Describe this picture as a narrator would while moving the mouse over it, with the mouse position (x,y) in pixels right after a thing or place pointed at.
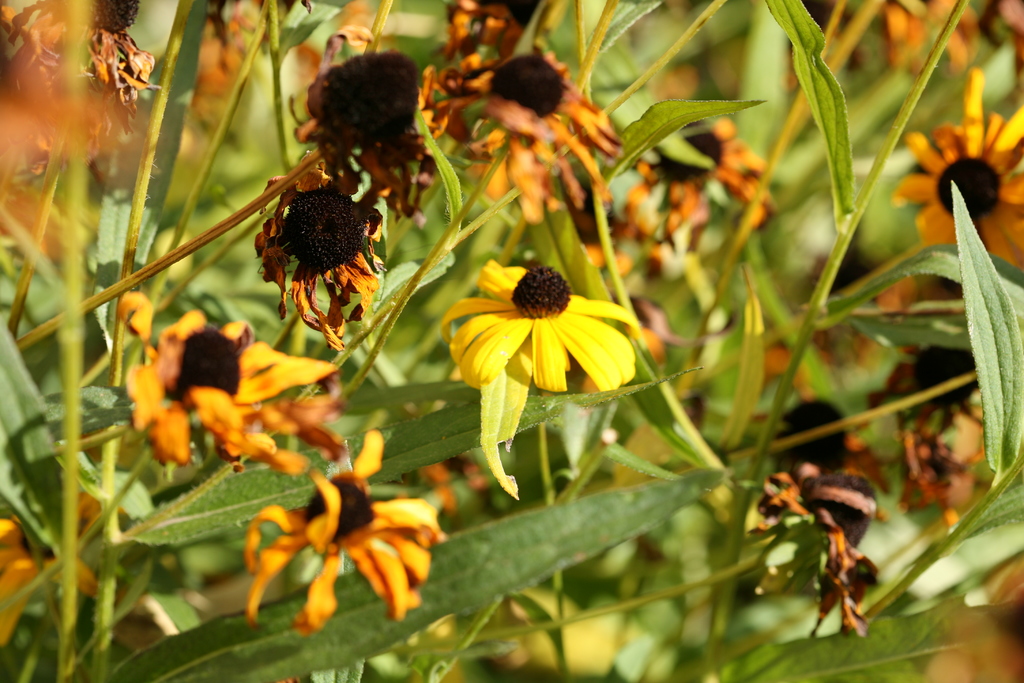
In this image I can see yellow and black color flowers (544,305). I can see green color leaves (565,527).
